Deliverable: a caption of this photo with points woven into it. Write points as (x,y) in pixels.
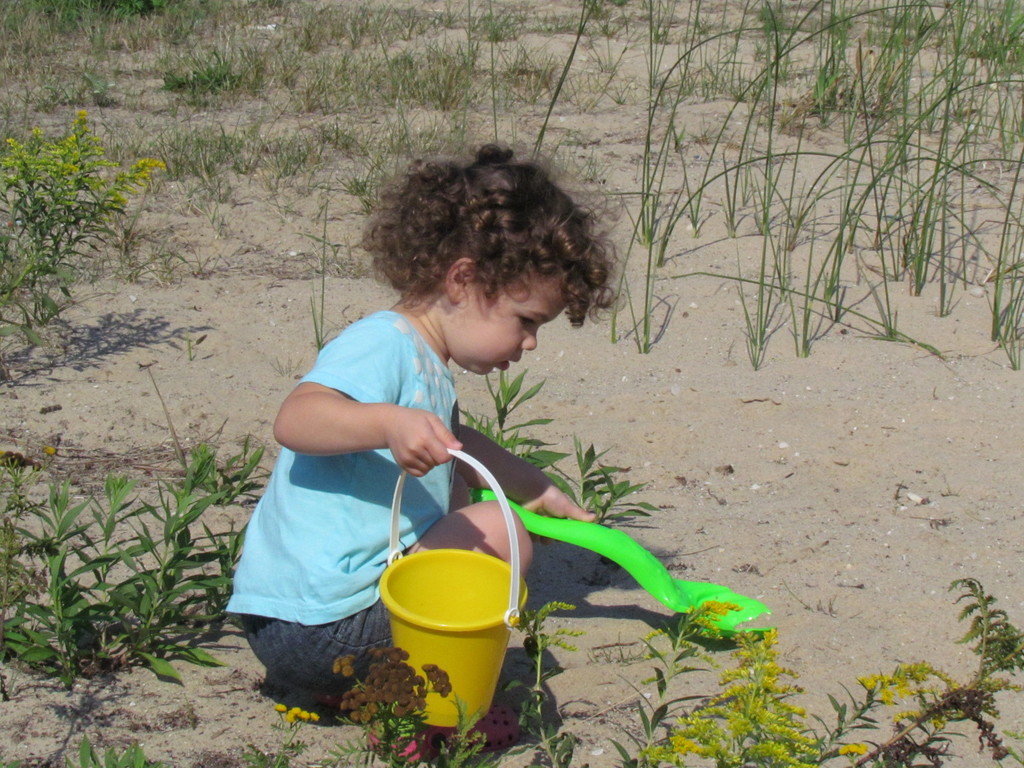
In the center of the image (455,315) we can see a kid (422,427) holding a yellow color bucket (488,607) and a green color object (690,592). In the background (59,185) we can see the grass (238,76), plants (48,232) and also the sand (813,443).
